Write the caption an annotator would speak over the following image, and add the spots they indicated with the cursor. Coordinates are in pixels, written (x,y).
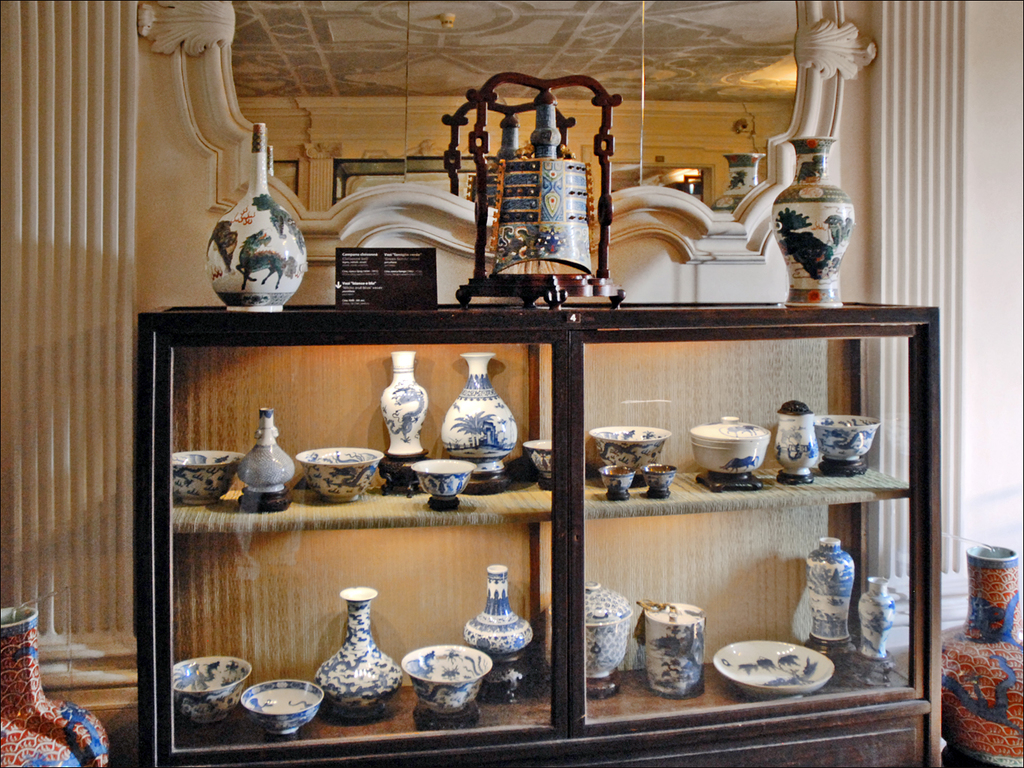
In the center of the image (446,484) we can see a cupboard (572,469). On cupboard (493,495) we can see a vessels (499,609), containers (625,614) are there. On the cupboard (646,310) a board (418,289) is there. On the left (24,713) and right side of the image (1002,664) we can see a pots (991,707) are present. At the top of the image (541,54) a mirror (711,108) is there. In the background of the image (75,125) a wall (75,125) is present.
